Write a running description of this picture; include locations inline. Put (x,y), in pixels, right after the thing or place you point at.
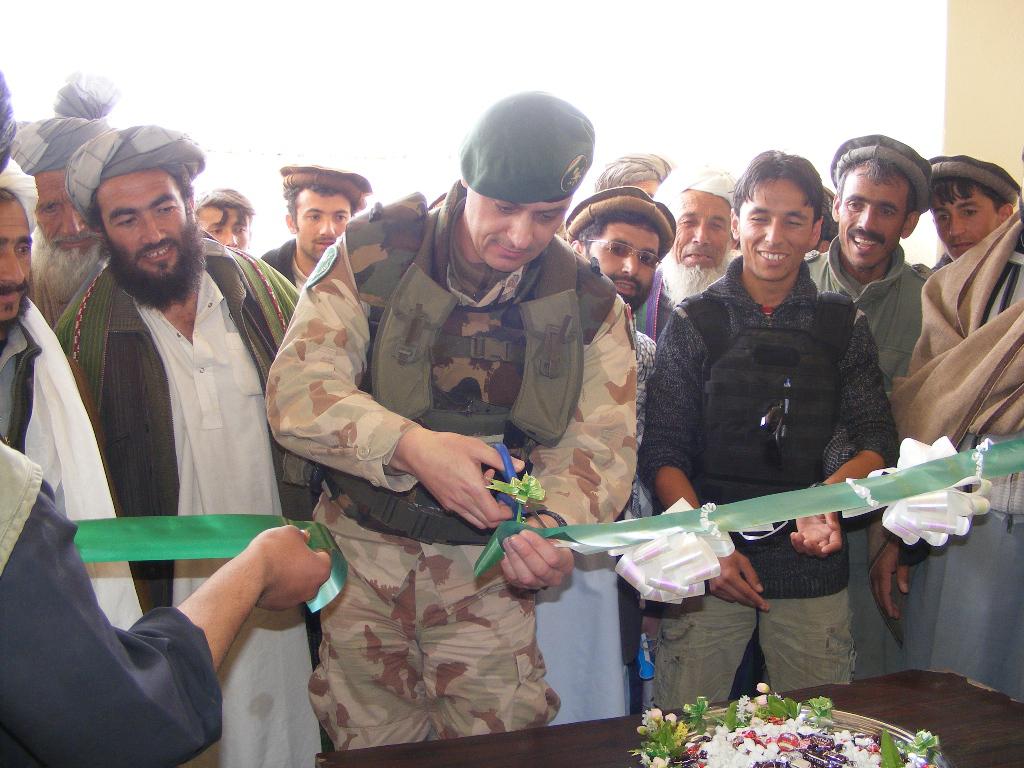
In this picture I can see group of people (1017,622) standing, there is a person (604,501) standing and holding a ribbon (498,532) and scissors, there is a tray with flowers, on the table (552,753).
